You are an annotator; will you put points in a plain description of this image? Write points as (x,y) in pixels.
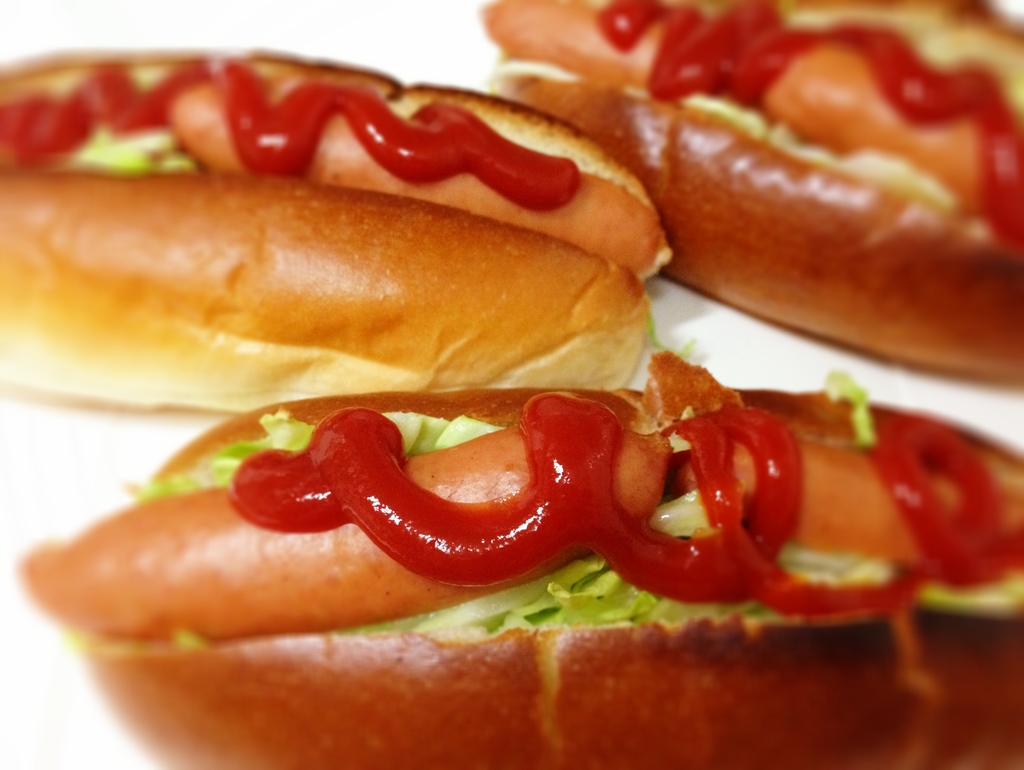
In this picture we can see hot-dogs (818,287) and sauce (473,133) on them.
